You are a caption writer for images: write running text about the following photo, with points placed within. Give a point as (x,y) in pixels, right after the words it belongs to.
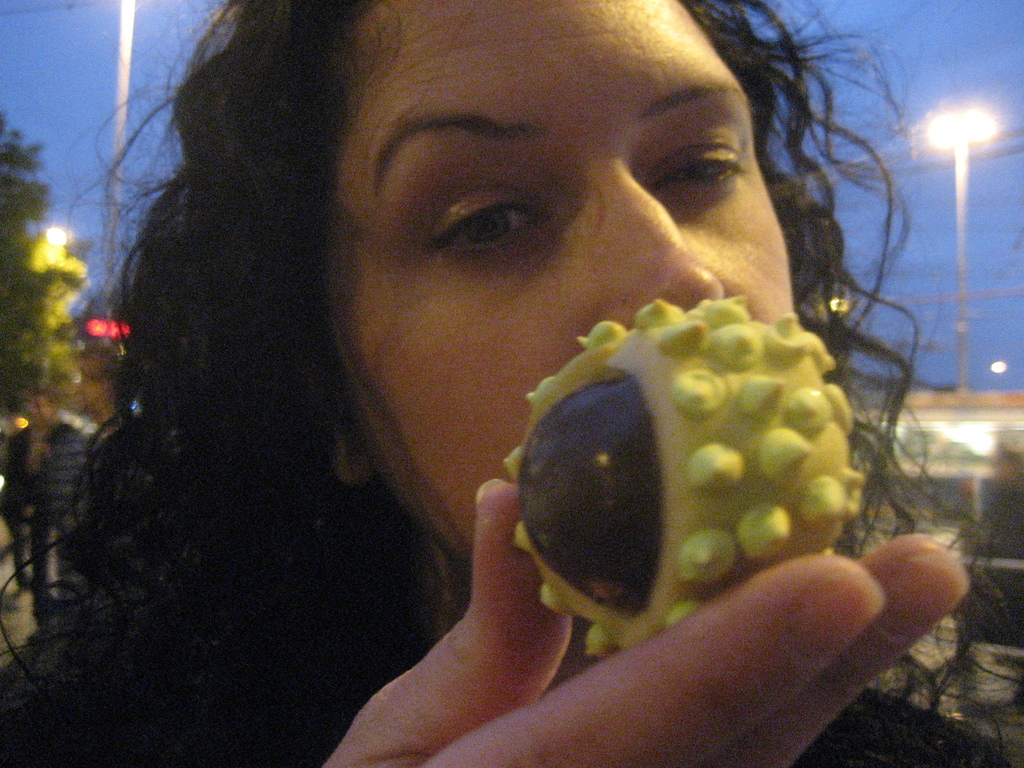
In this image we can see a woman (370,461). She is holding some green color thing (696,426) in her hand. Right side of the image (990,125) street light (957,130) is present. Left side of the image (60,315) tree (47,320) and one person (40,433) is there.
